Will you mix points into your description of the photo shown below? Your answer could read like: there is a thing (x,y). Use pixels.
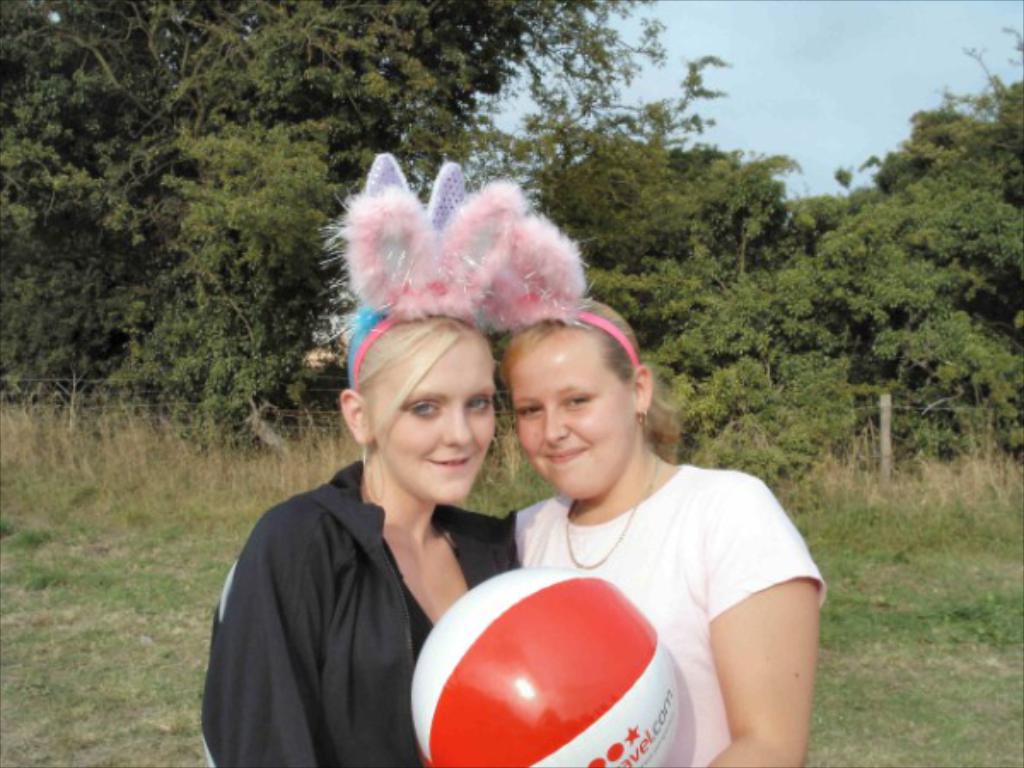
I could see two girls (482,443) holding a ball (562,649) in this picture. They are having head bands (396,313) on their heads (434,319) and in the back ground (359,120) i could see trees (292,159) and blue colored sky (843,98).
